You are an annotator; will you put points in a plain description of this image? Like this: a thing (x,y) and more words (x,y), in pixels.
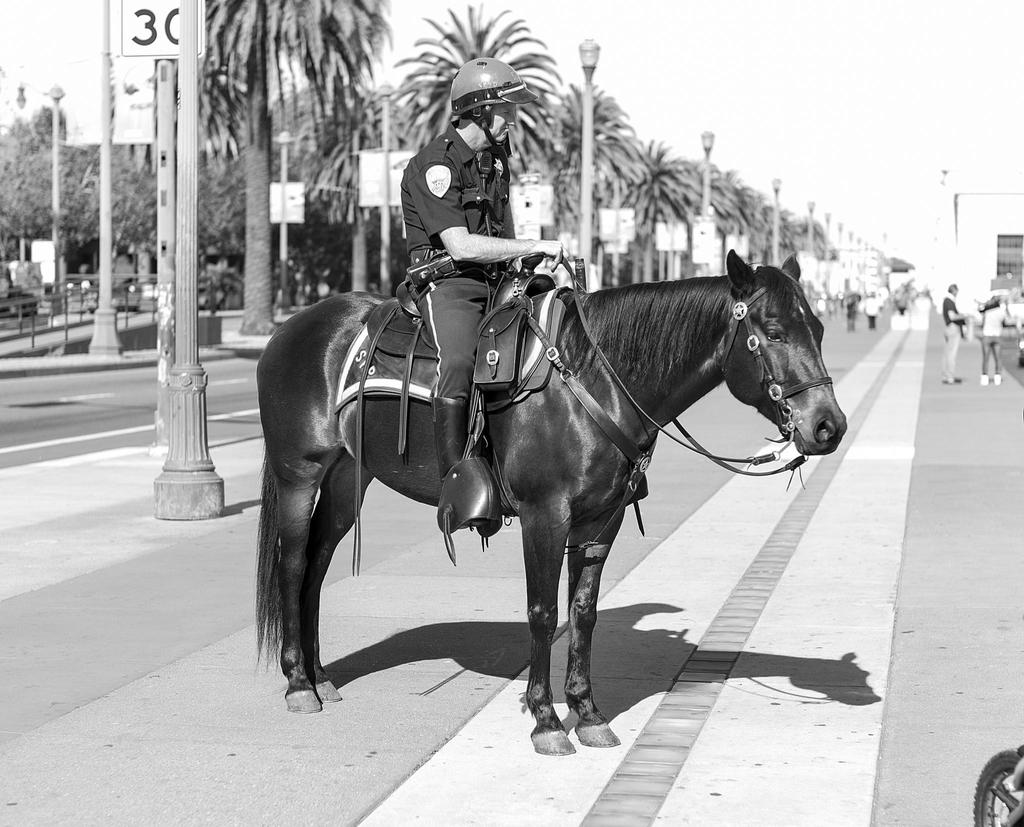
This is the picture on the road (923,396). There is a person (462,272) sitting on the horse (688,301) and at the left side (333,114) there are trees (342,80), at the top (763,72) there is a sky (732,57).
